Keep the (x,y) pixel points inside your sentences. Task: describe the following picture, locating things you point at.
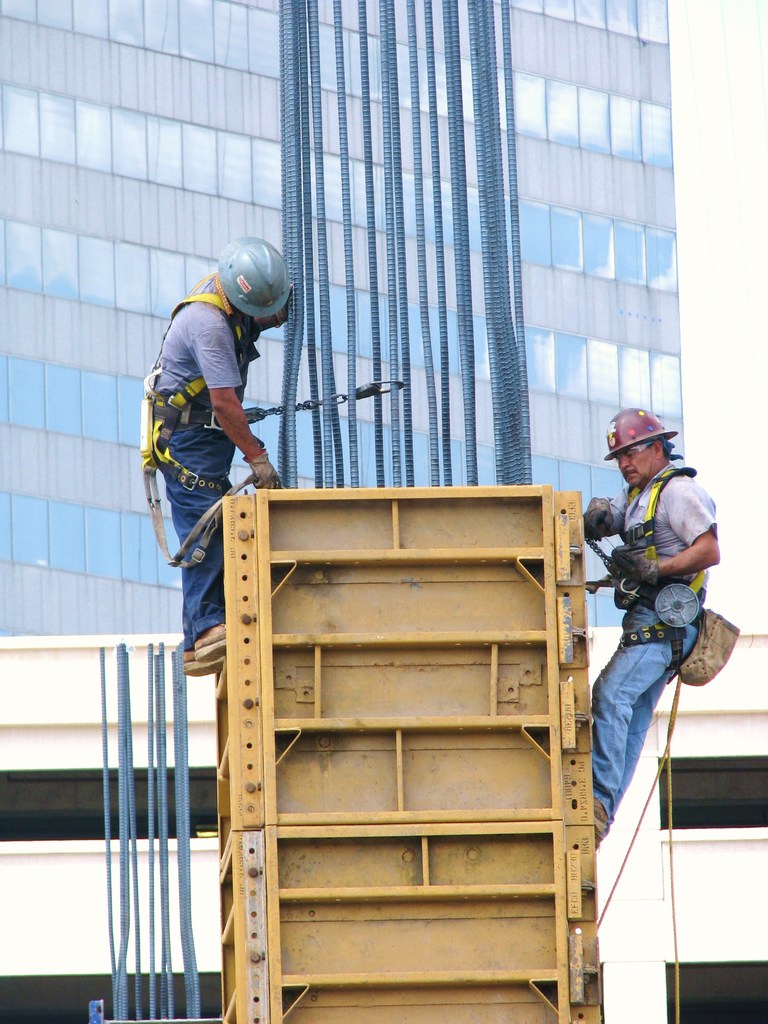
In this image we can see men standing on the concrete formwork (371,629) and buildings (546,222) in the background (546,222).
